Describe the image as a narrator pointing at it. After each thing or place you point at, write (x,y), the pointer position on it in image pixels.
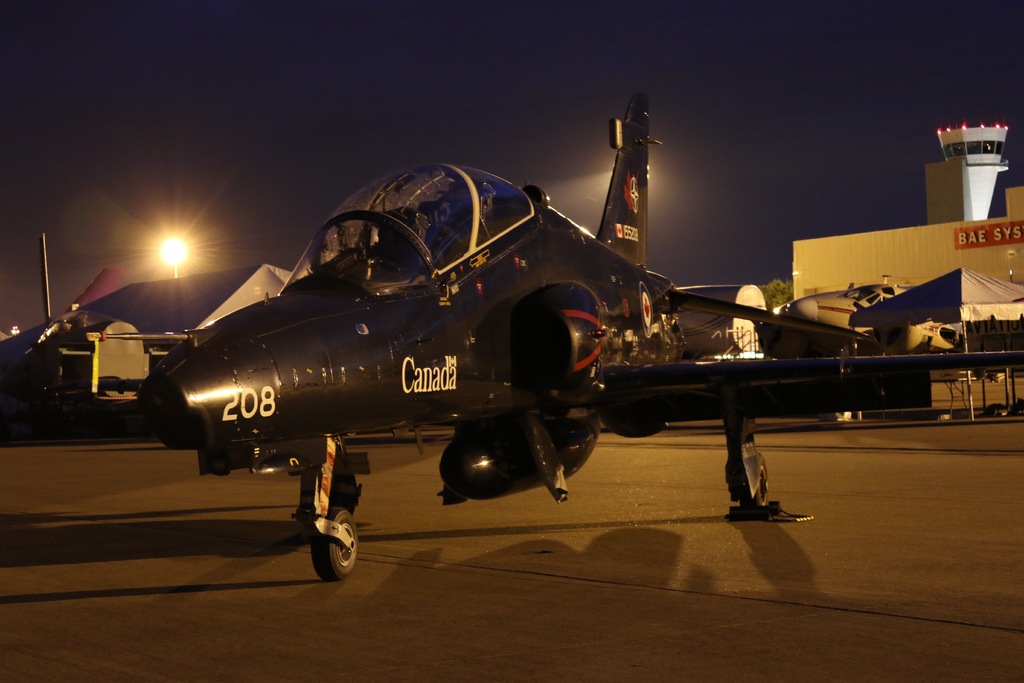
In the middle of the image (443,322) there is a black color aircraft (438,393) on the run way (386,511). In the background (928,241) there are stores (806,261) with name boards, tents (163,300), poles (177,268) with street lights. And to the top of the image (461,80) there is a sky (544,140).
